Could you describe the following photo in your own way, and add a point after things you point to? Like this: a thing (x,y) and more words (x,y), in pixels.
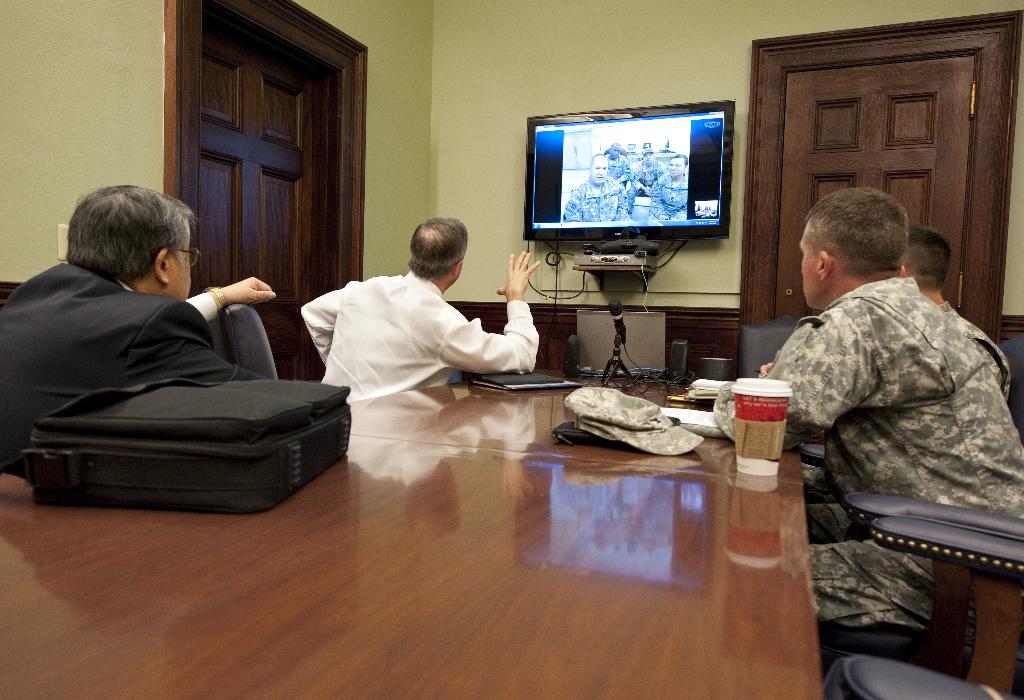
In this image i can see few people (905,400) sitting on chairs (240,330) around the table (377,547). On the table (394,513) i can see a suitcase (210,474), a cap (594,417), a cup (745,431), a laptop (638,361) and a microphone (608,368). In the background (457,206) i can see the wall (83,77), a door (244,131), a television screen (636,219) and a router (614,256).
